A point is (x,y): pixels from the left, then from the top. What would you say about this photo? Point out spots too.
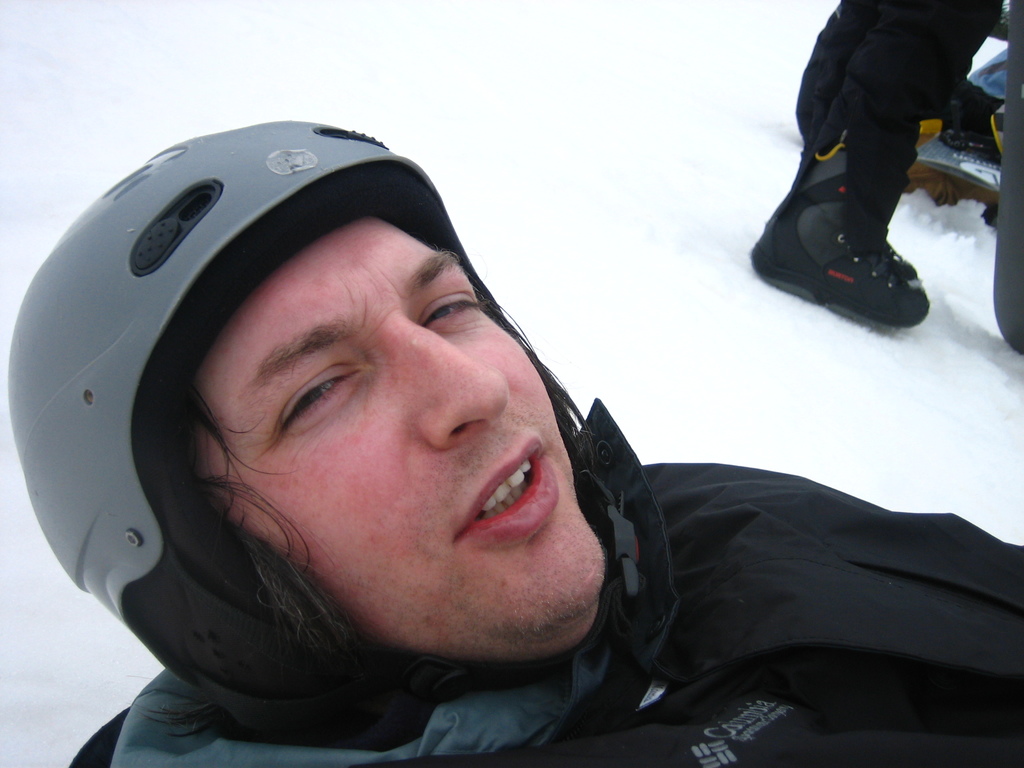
In the image a man (295,399) wearing helmet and jacket (774,678) is on the ground (629,378). On the top right (920,82) legs (843,199) are visible. On the ground (489,101) there is snow (699,360).
